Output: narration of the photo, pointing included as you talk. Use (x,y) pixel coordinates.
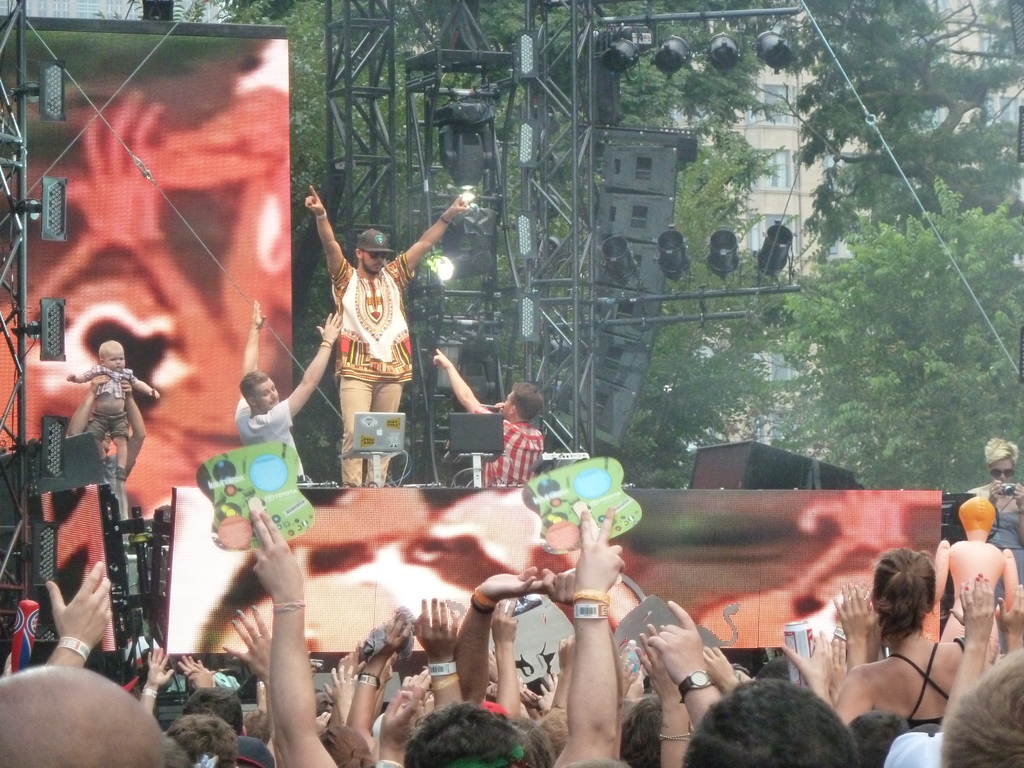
In this image I can see there are a few people (389,268) standing on the dais (664,521) and there are audience (907,746) and trees (729,183) on right side (744,130) and a building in the backdrop (801,187).
